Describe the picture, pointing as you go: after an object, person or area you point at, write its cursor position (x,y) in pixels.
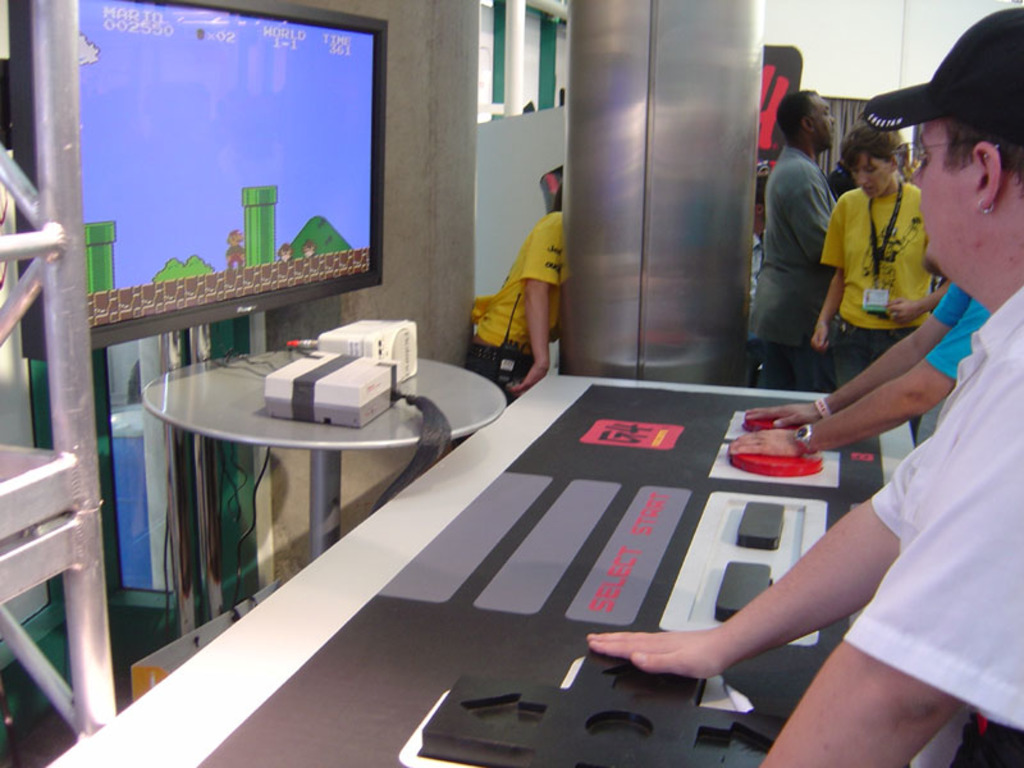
In this picture there is a man (1003,398) and television screen (310,163) over here.
